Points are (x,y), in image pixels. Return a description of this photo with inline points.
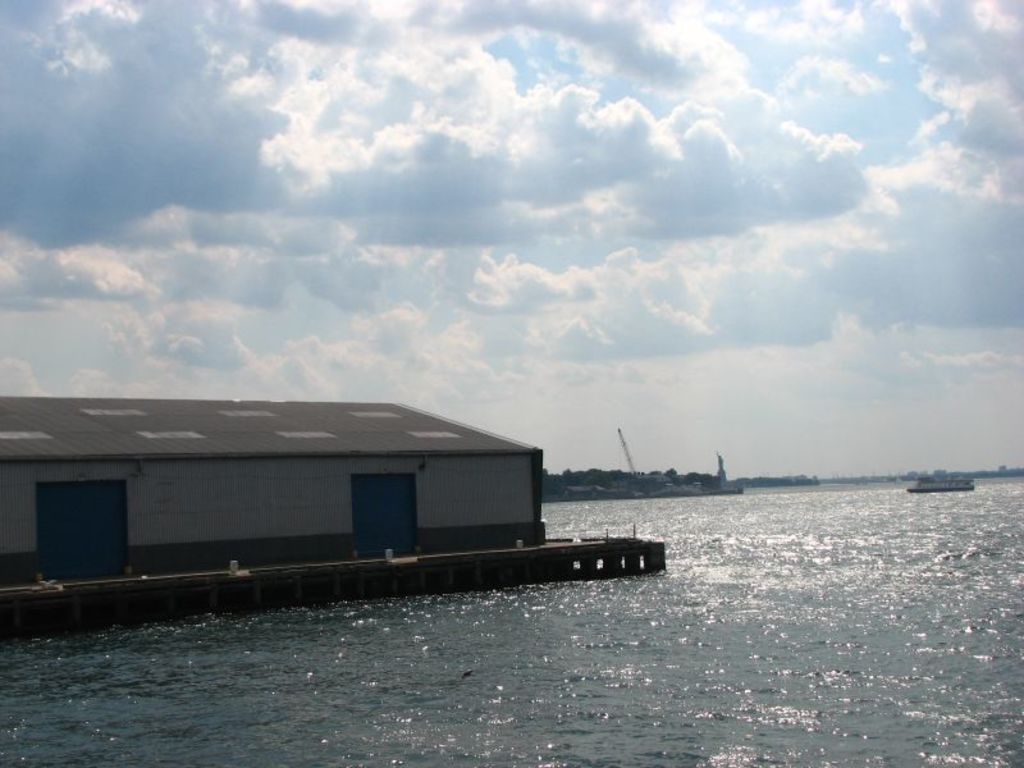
In this image I can see a house (165,501) on the water (480,628). background (1004,457) I can see few boats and sky (446,167) is in blue and white color.
